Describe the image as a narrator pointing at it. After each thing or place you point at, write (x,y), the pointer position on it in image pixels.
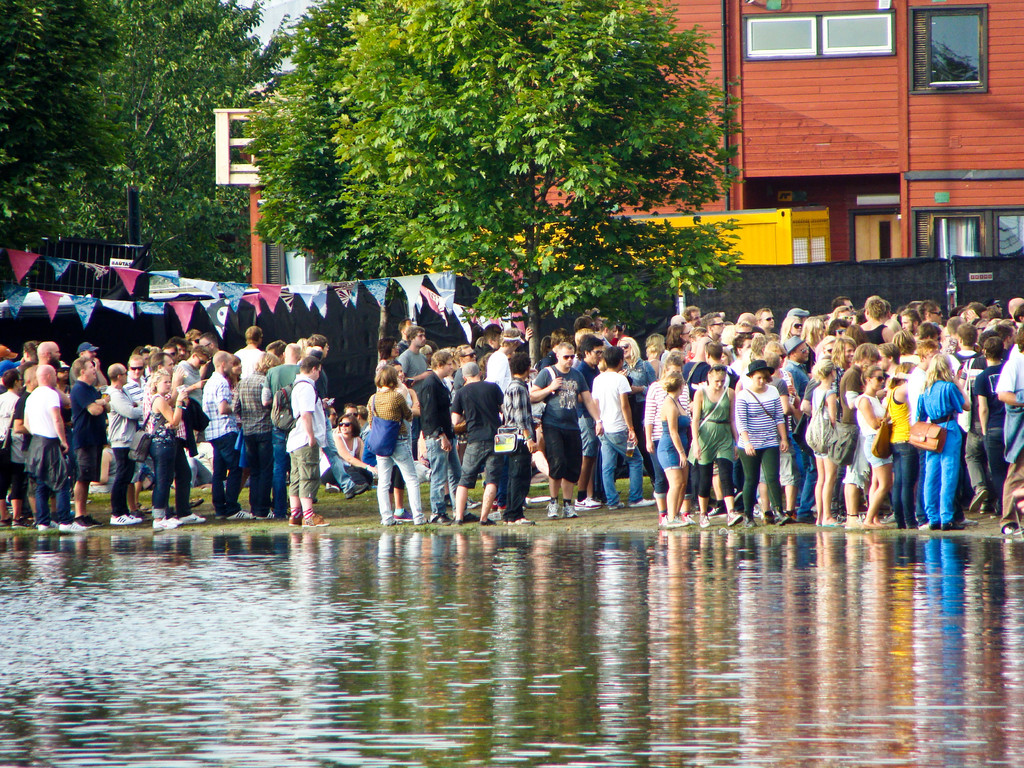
In this image we can see some people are sitting and some people (307,433) are standing on the ground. There is one yellow color vehicle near to the building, one big building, one black wall (142,317), some people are holding some objects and wearing bags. There is one shed (391,295), some trees (689,281), some flags (442,299) attached to two wires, there is the water body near to the ground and at the top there is the sky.
